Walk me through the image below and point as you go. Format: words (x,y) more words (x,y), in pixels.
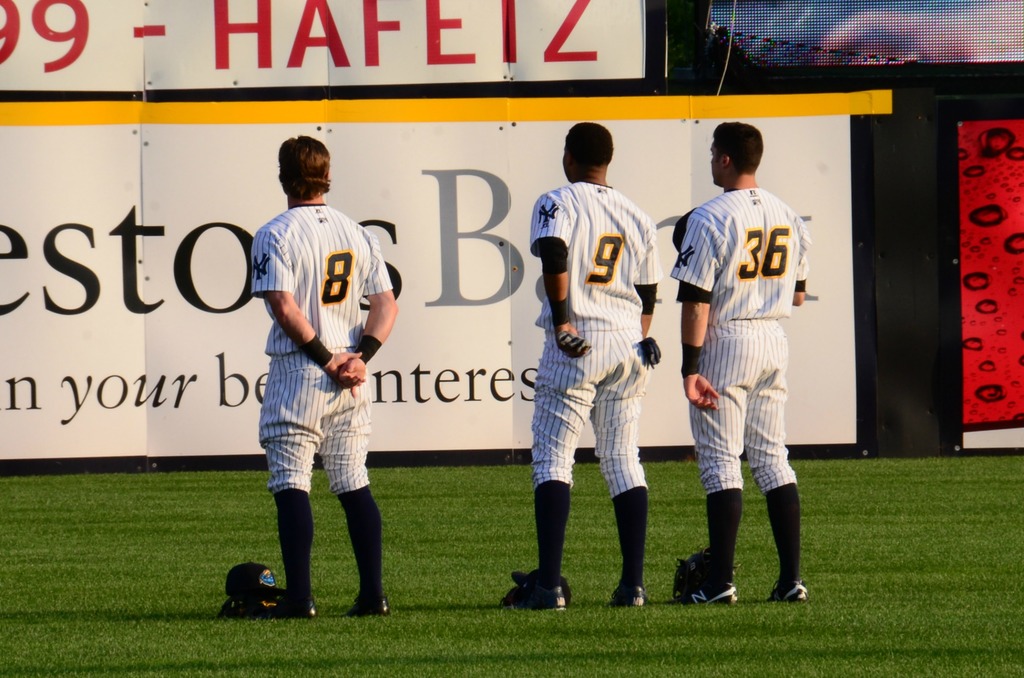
In this image we can see the players (585,381) standing. In the background (480,160) we can see the hoardings (480,160) with the text (474,233). At the bottom (876,558) we can see the grass (164,613).
